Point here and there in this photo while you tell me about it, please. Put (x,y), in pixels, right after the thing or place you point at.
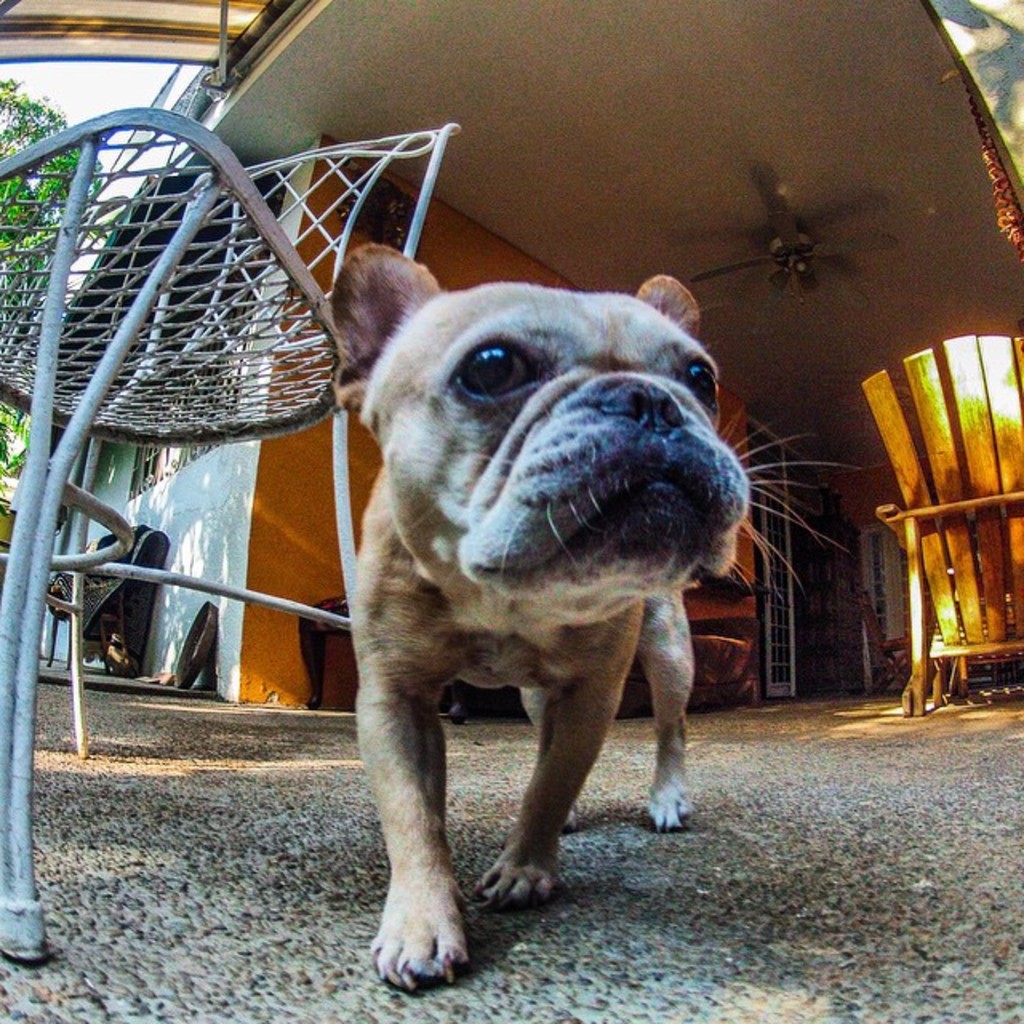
here is a dog (553,513). left to him is a chair (133,202). behind them there is a building (644,194). at the right (897,416) there is a wooden chair (964,416). at the left corner (20,125) there is a tree (3,112).
